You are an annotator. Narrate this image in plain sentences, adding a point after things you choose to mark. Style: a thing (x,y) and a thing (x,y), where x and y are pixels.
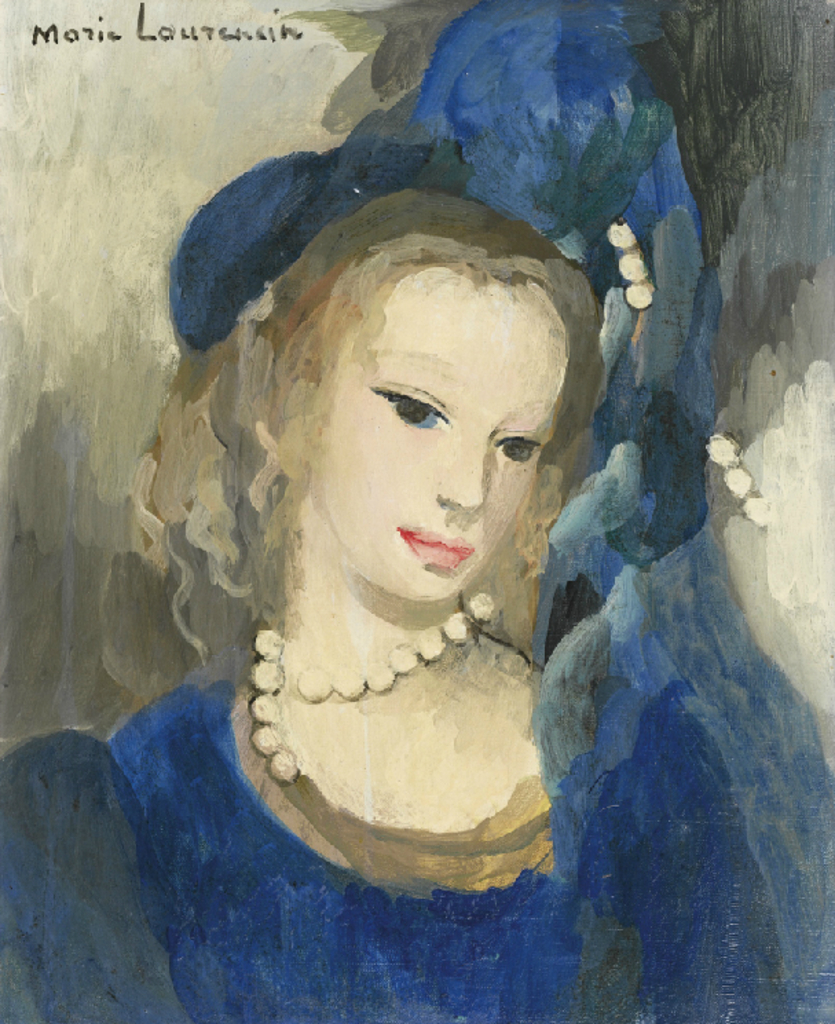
In this image we can see a painting (445,374) of a woman (413,571) and some text (170,31).
